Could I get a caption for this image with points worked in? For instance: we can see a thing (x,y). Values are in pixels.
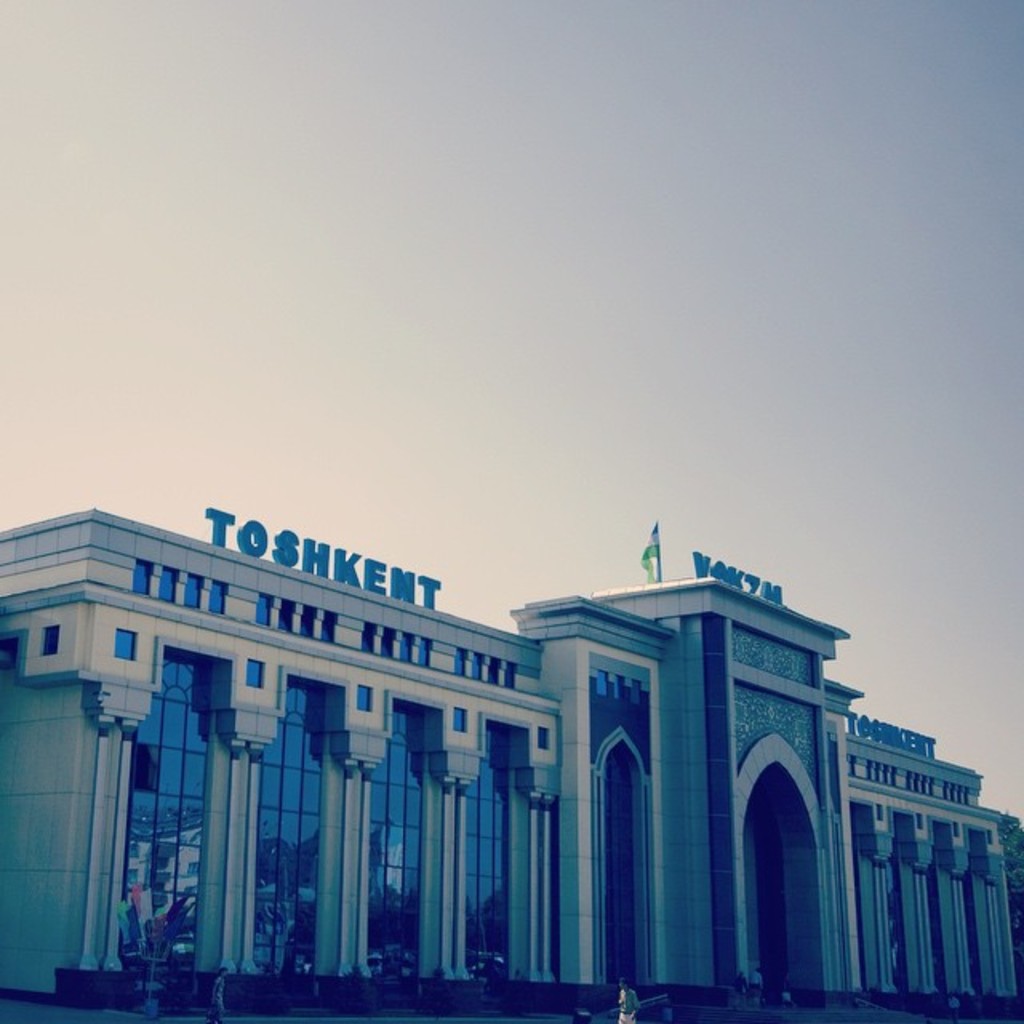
In this image, we can see building (702,886), wall (687,880), glass objects (612,855) and tree (1007,853). At the bottom of the image (745,991), we can see people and few objects (666,995). On top of the building (743,714), we can see boards (930,746) and flag (647,556). In the background (666,557), there is the sky (313,238).
